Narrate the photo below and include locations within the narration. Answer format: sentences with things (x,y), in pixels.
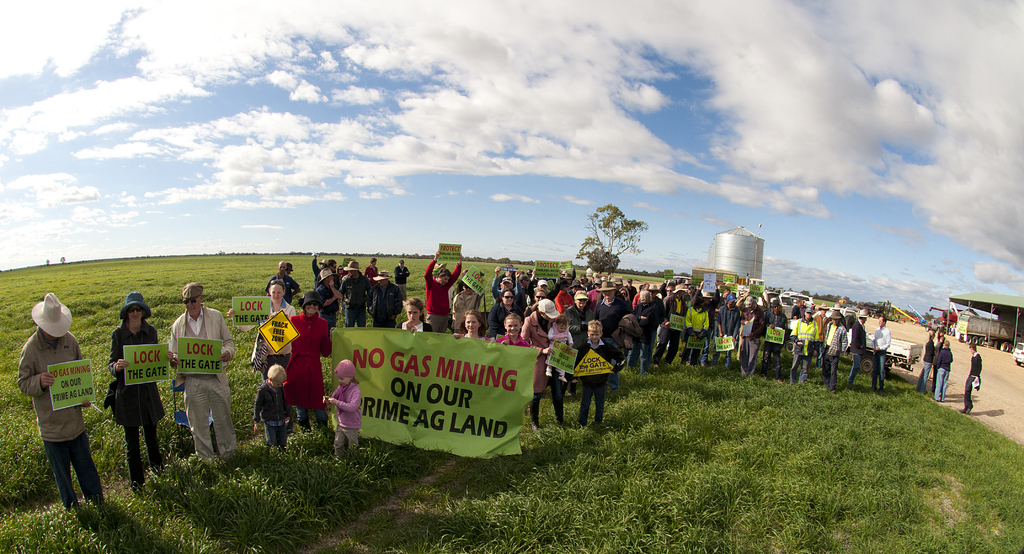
In this image we can see a group of people (933,368) standing on the grass field (177,431) holding boards (146,360) with some text (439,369), some people (325,329) are holding a banner (420,348) in their hands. On the right side of the image (972,332) we can see some vehicles (915,320) parked on the ground (966,348), a shed (996,299), some poles (1019,317). In the background (744,244), we can see a metal tank (749,248), a group of trees (610,246). At the top of the image (504,20) we can see the cloudy sky (573,126).
